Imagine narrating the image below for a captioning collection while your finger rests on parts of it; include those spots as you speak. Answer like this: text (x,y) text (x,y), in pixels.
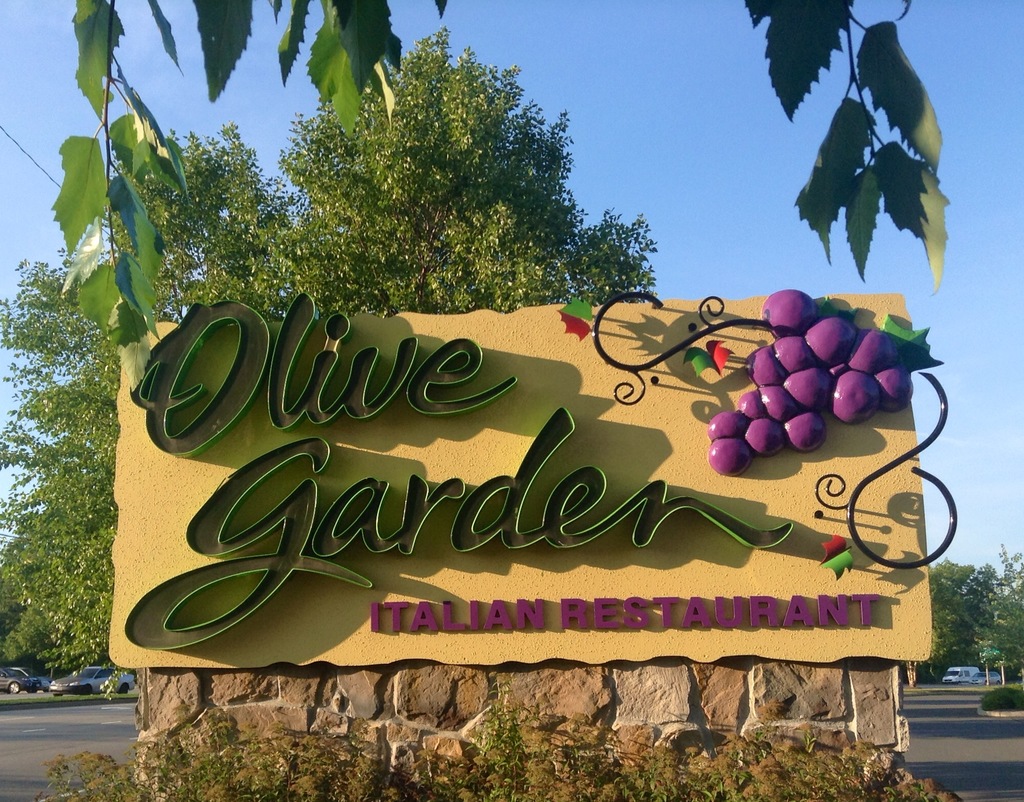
In this picture there is a board (514,449) which has olive garden italian restaurant written on it and there are few trees (473,304) and vehicles (87,683) in the background (56,655).
